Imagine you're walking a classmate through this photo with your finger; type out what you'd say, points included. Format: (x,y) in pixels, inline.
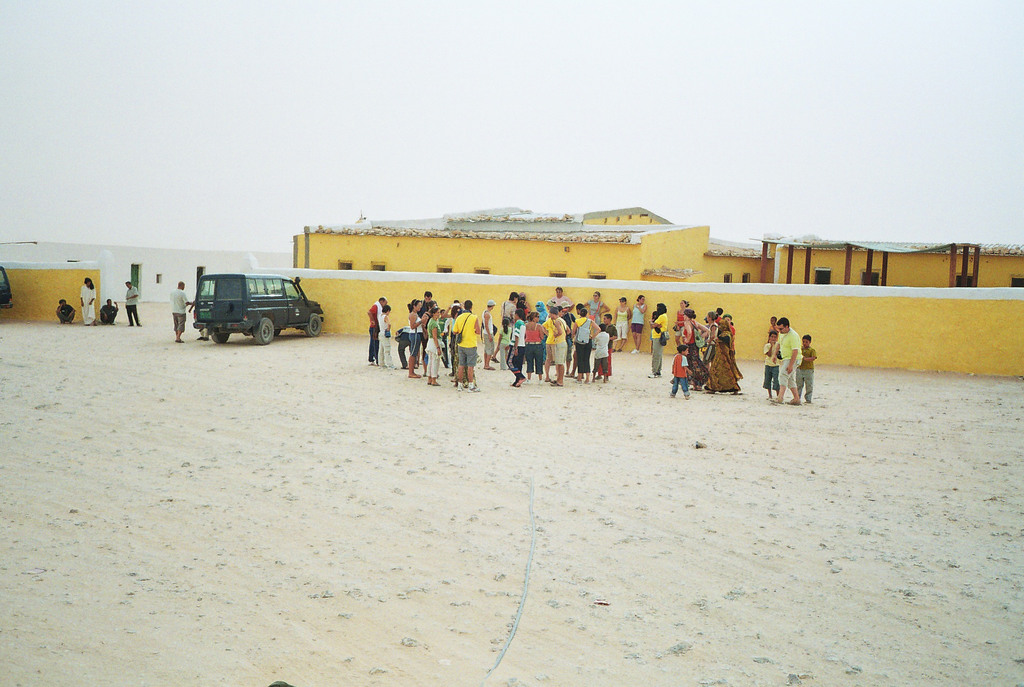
In the foreground of the picture (320,420) there is sand (278,481). In the center of the picture (512,326) there are people (440,335), wall (700,305), car (276,303) and houses (666,265). Sky (169,178) is cloudy.
